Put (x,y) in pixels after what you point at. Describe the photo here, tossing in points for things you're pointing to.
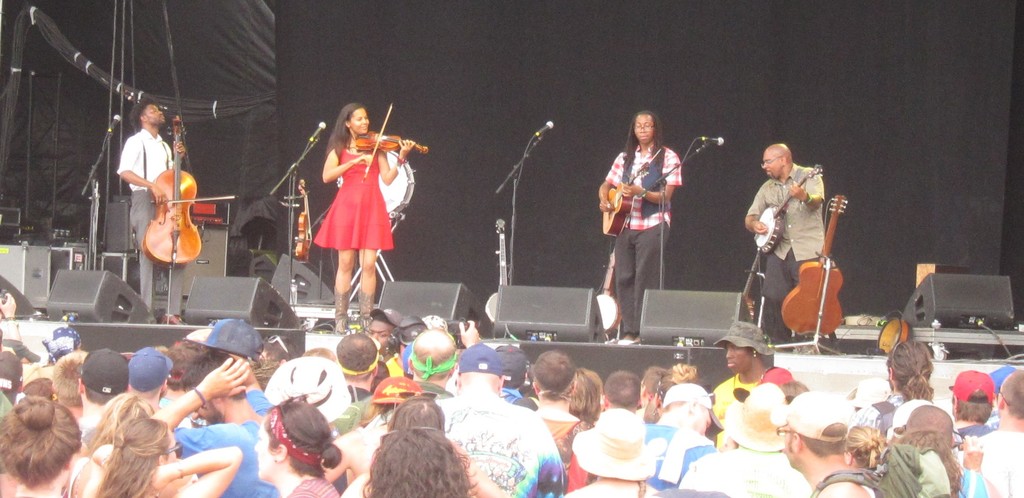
Here in this picture we can see four people (634,246) are standing on the stage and playing musical instruments (177,231). The lady (346,207) with red frock (362,214) in the middle (367,169) is playing a violin (379,141). And to the left corner (159,149) a man (146,192) is playing a cello (182,206). And the man (647,203) with blue jacket (652,174) and red checks shirt (633,218) is playing a guitar (623,203). And the man (798,204) to the right corner (788,198) is playing banjo (783,204). There are four mics (511,174) in front of them. Under the stage (823,378) there are group of people (508,413) standing and watching the performance. On the stage background (485,180) there is black color cloth (641,66). We can see some speakers (407,308) on the stage (86,299).
